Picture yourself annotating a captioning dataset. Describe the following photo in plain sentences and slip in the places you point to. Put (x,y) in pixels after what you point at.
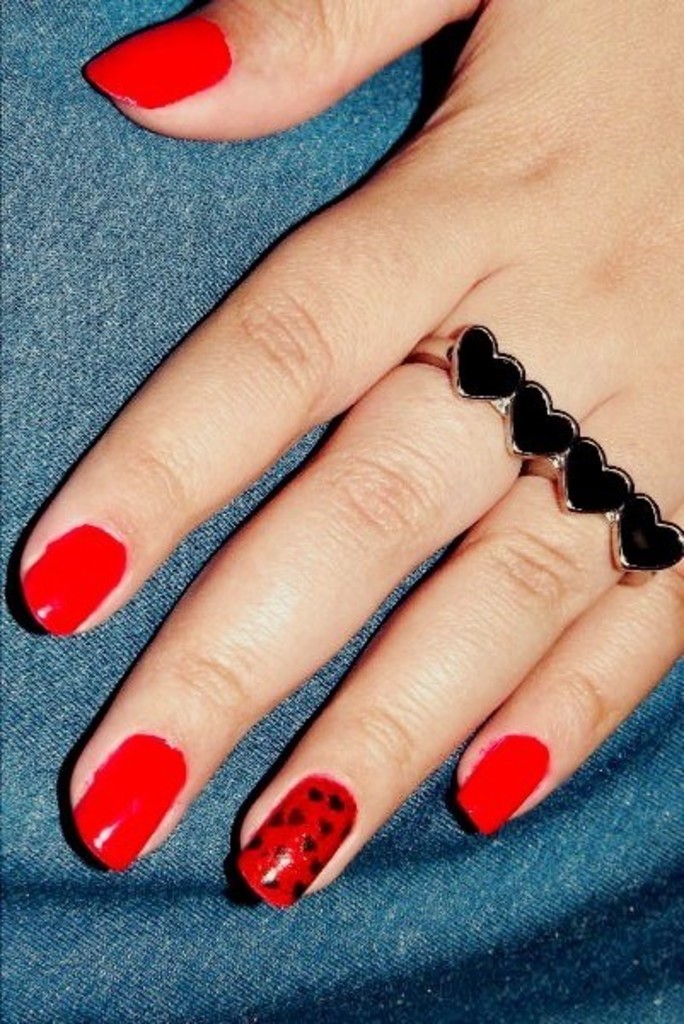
In the image we can see a human hand (218,398) and there is a finger ring (553,451), in the fingers (574,539). This is a cloth (129,315), and the nail polish (102,798) on the finger (108,792), the nail polish (130,791) is red in color.
